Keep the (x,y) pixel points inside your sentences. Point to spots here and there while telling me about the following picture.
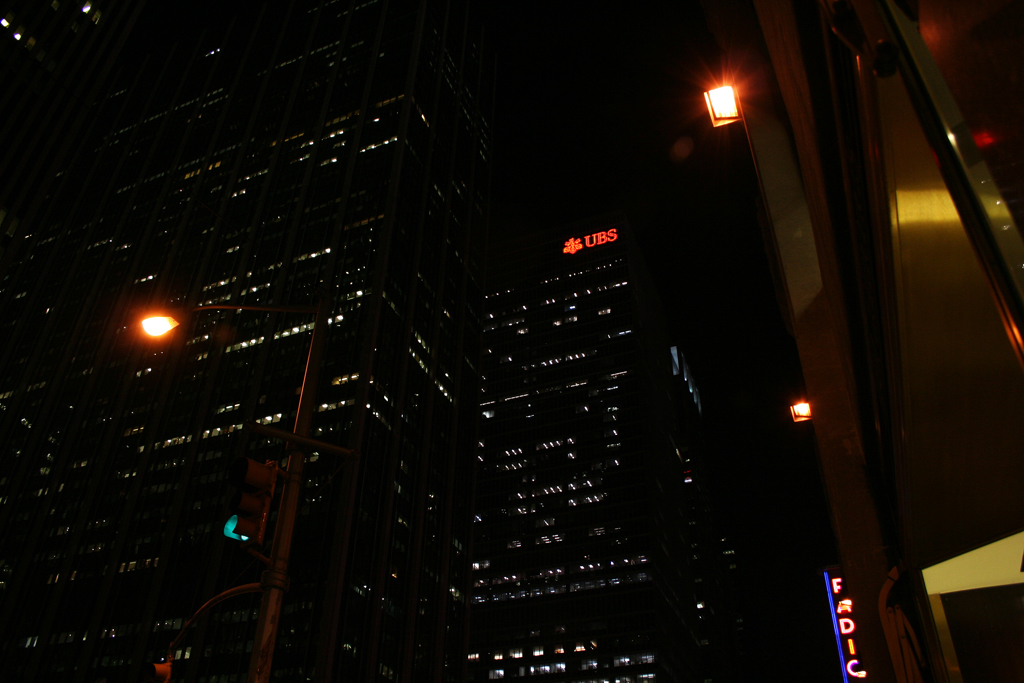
The image is captured in the night, there are two tall buildings (493,368) and some portions of the building (488,360) are lightened up and in front of the buildings (318,273) there is a street light (301,432) and the traffic lights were attached to that. On the right side (896,334) there is another building (852,479).
